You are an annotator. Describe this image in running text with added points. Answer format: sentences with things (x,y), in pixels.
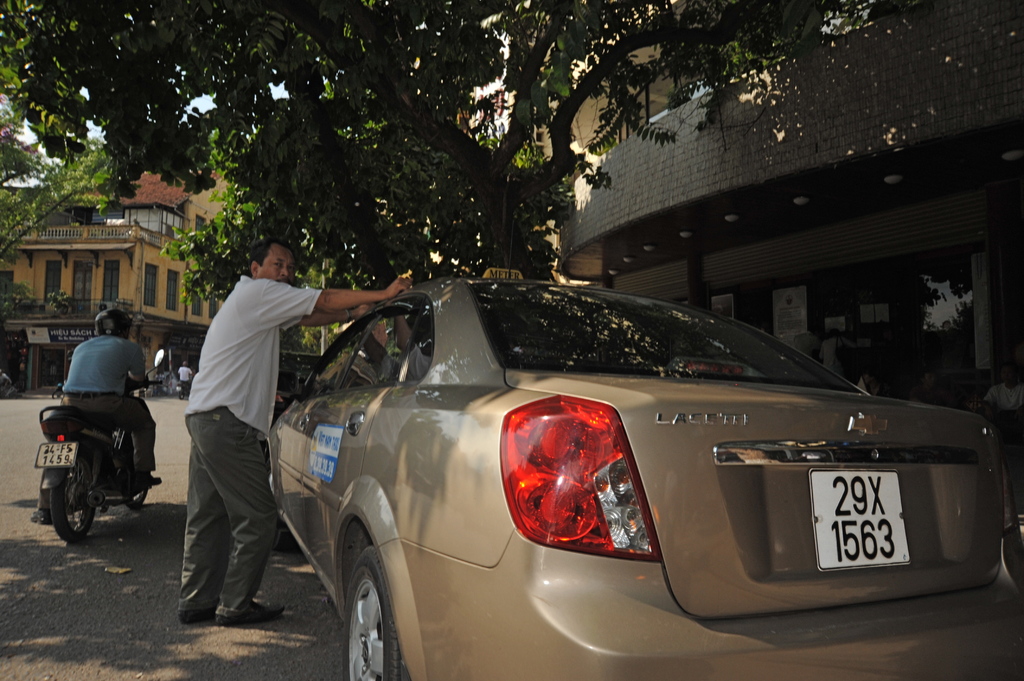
This is a picture consist of a building (630,153) on the right side (684,181). on the left side (48,249) there is a another building (46,275) and a man (89,403) sit on the bike (130,481) and a bike (72,535) is stand on the floor (56,554) and there is a car (842,505) visible and a man (202,466) stand in front of the car (818,549) and there is a tree (452,68) in front of the car (853,531).
